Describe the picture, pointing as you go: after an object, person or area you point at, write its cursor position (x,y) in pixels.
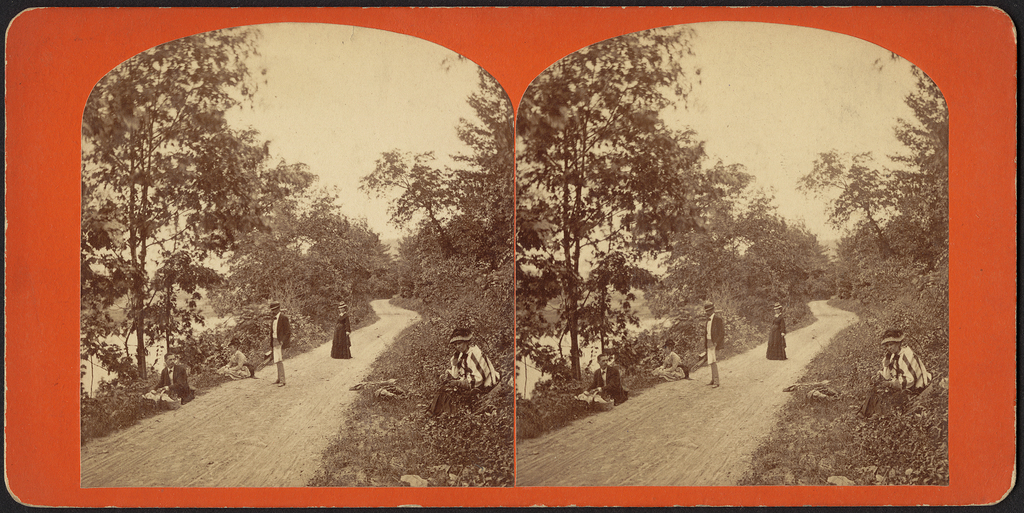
This is a collage image, in this image there are two black and white images, in that there are trees (651,220) and people (779,313) standing on the road (673,386) and few are sitting.
